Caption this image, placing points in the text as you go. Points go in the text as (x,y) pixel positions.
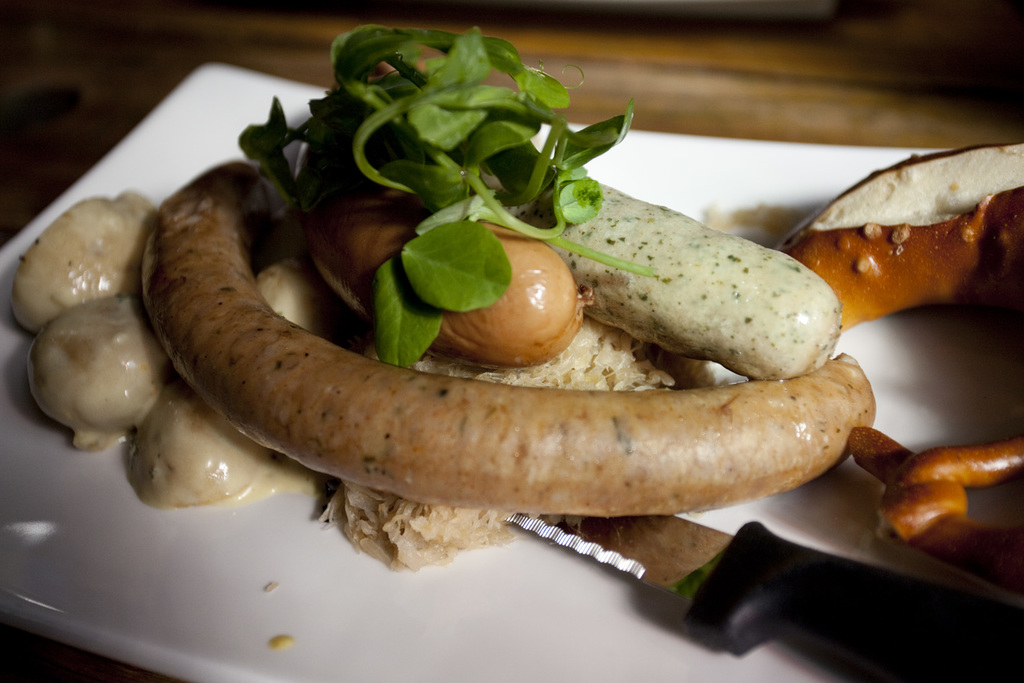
In this image, we can see food (280,223) and a knife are on the plate (169,582), which are placed on the table (517,33).
